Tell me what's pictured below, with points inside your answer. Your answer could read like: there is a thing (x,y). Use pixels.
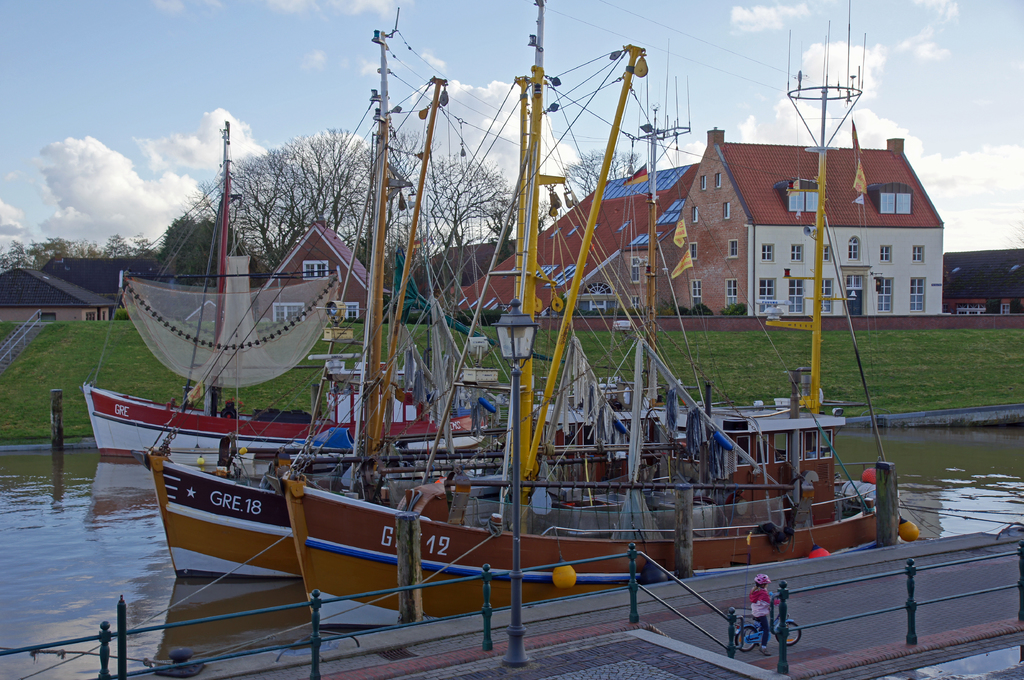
In this image few boats (151,433) are in the water (59,551). Bottom of the image (781,665) there is a fence (733,608) on the floor (868,667). Behind there is a kid (756,612) sitting on the bicycle (771,627), which is on the floor (854,630). He is wearing a helmet (766,583). Background (29,352) there are few trees (202,242) and buildings (732,253) on the grass land (739,342). Top of the image (745,70) there is sky (754,70) with some clouds (743,24).
